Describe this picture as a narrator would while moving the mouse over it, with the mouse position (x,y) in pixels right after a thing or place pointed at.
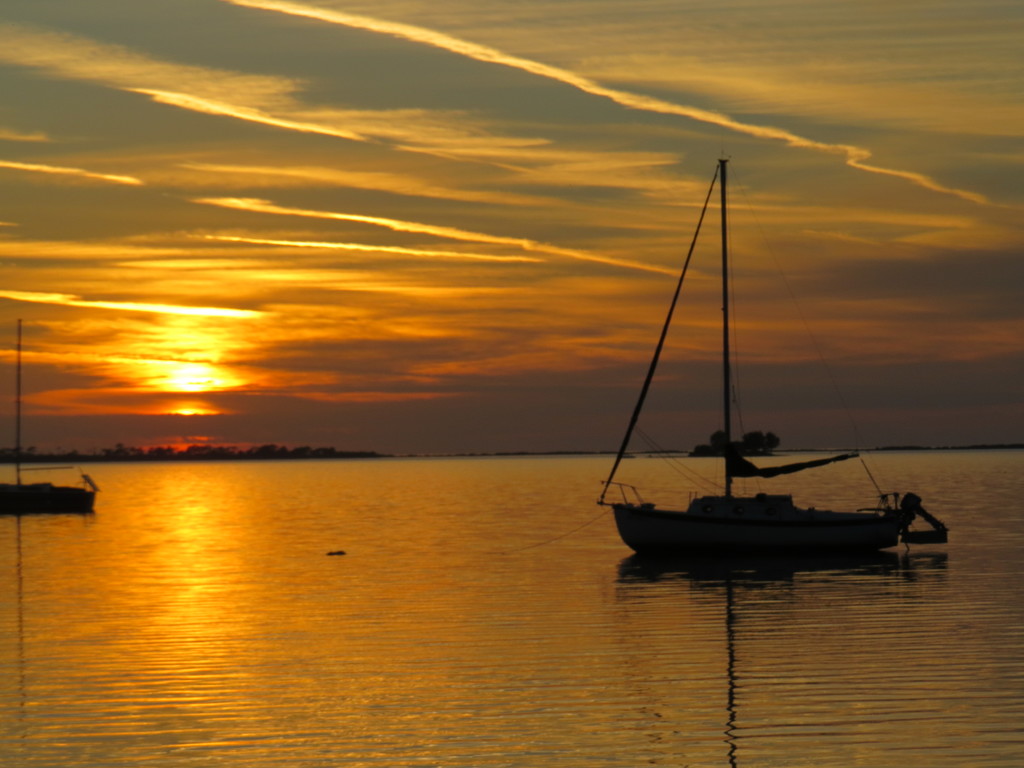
In this image we can see two boats (648,546) in the water (364,542). In the background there are few trees (740,455). At the top (336,155) we can see the sun (179,385) in the sky (232,369).
